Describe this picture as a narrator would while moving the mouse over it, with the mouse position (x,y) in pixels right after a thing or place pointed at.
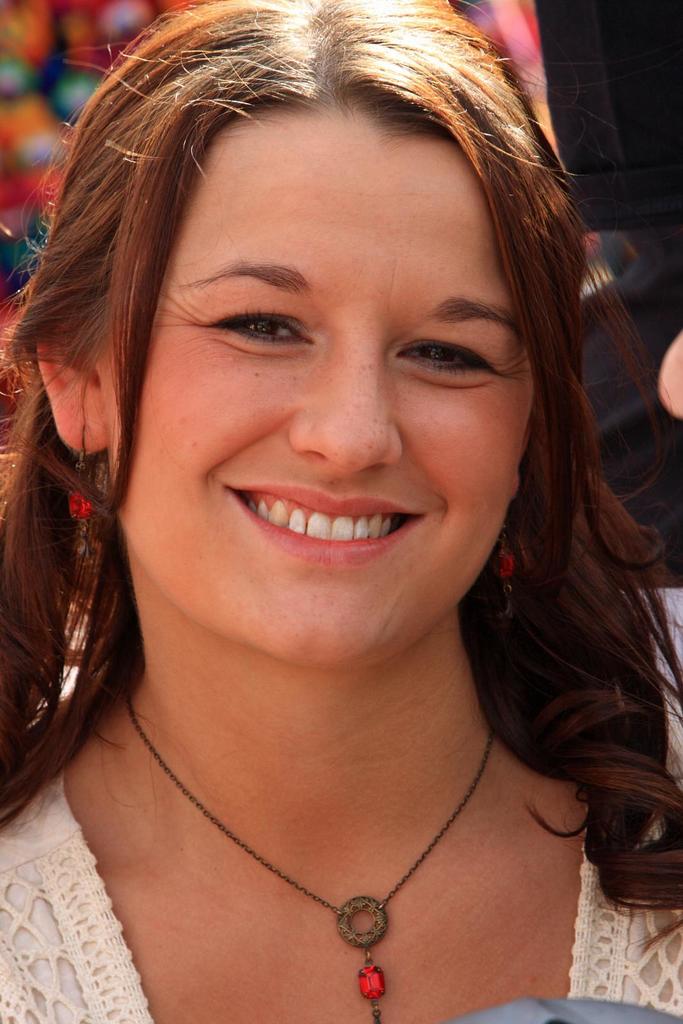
This image is taken outdoors. In this image there is a woman (386,650) with a smiling face (306,433). In the background (653,427) there are two people (661,437).
